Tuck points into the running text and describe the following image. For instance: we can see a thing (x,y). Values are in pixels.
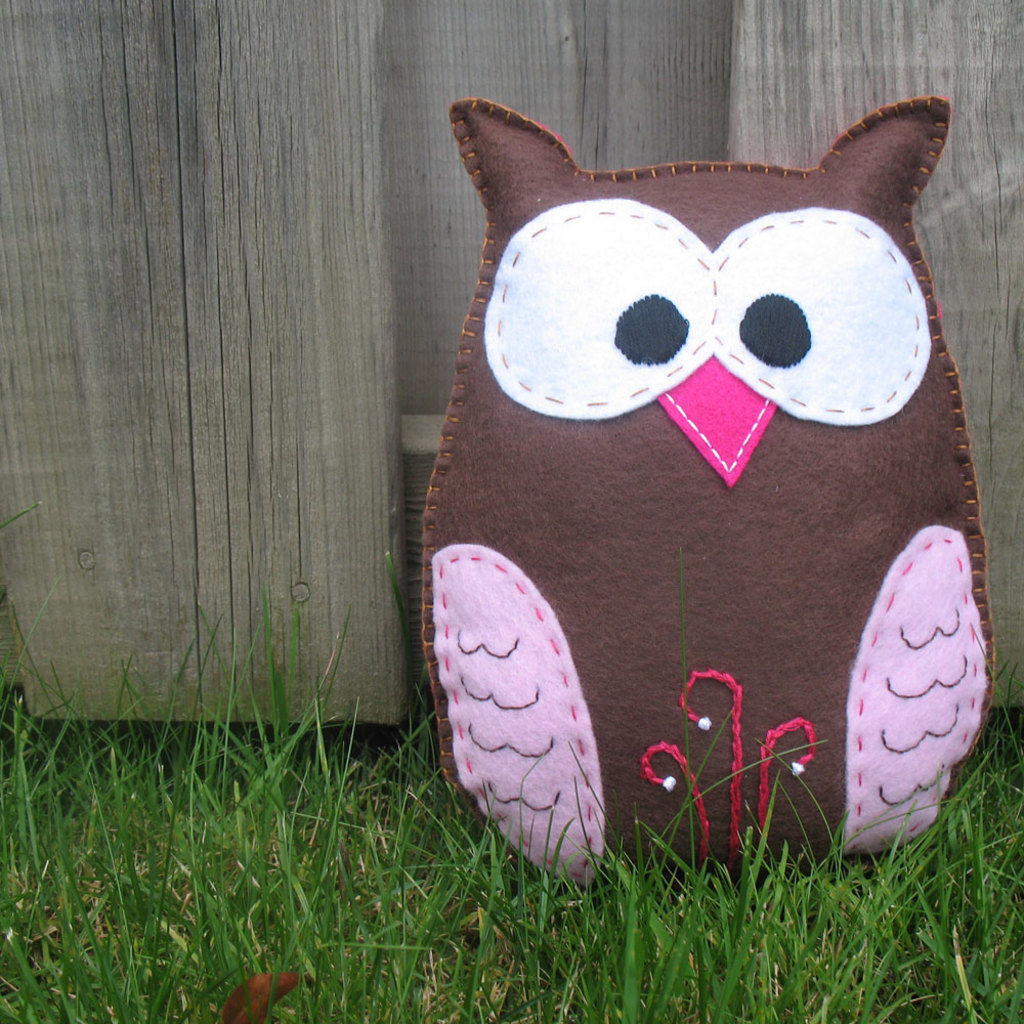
In this picture I can see a cushion (693,630) looks like a owl (766,422), on the ground (424,861) and I can see grass (368,943) and wood (894,90) in the background (179,110).
